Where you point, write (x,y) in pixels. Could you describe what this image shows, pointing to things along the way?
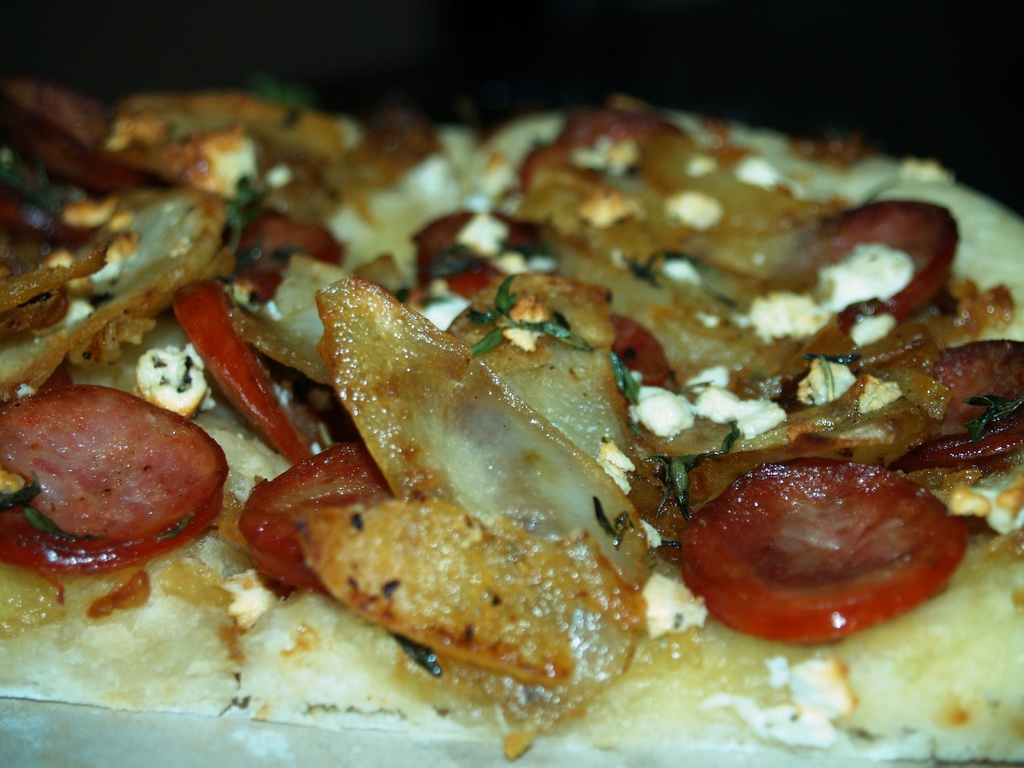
In this image we can see food item (727,340). At the top of the image (605,63) it is dark.
